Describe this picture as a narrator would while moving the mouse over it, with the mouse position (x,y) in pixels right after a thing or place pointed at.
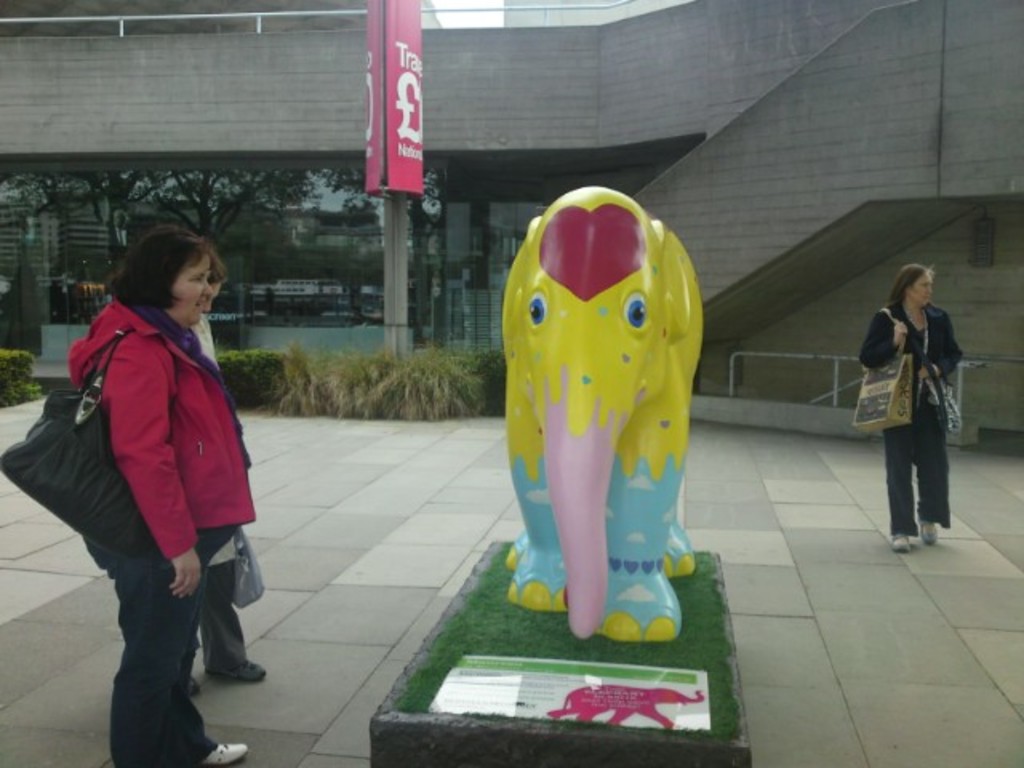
In the background (492,20) we can see the sky (480,14) and a railing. We can see the glass (463,271) and on the glass (131,218) we can see the reflection (252,211) of buildings (343,228) and the trees (233,190). We can see a board (410,3) and pole (386,221). On the right side of the picture (927,284) we can see a woman (923,472) wearing a bag (896,390) and walking on the floor (879,470). On the left side of the picture (133,322) we can see people (204,411) standing and staring at the colorful elephant statue (537,358) placed on a pedestal (703,602). On a pedestal (543,763) we can see the green surface (710,687) and a poster (581,671).
